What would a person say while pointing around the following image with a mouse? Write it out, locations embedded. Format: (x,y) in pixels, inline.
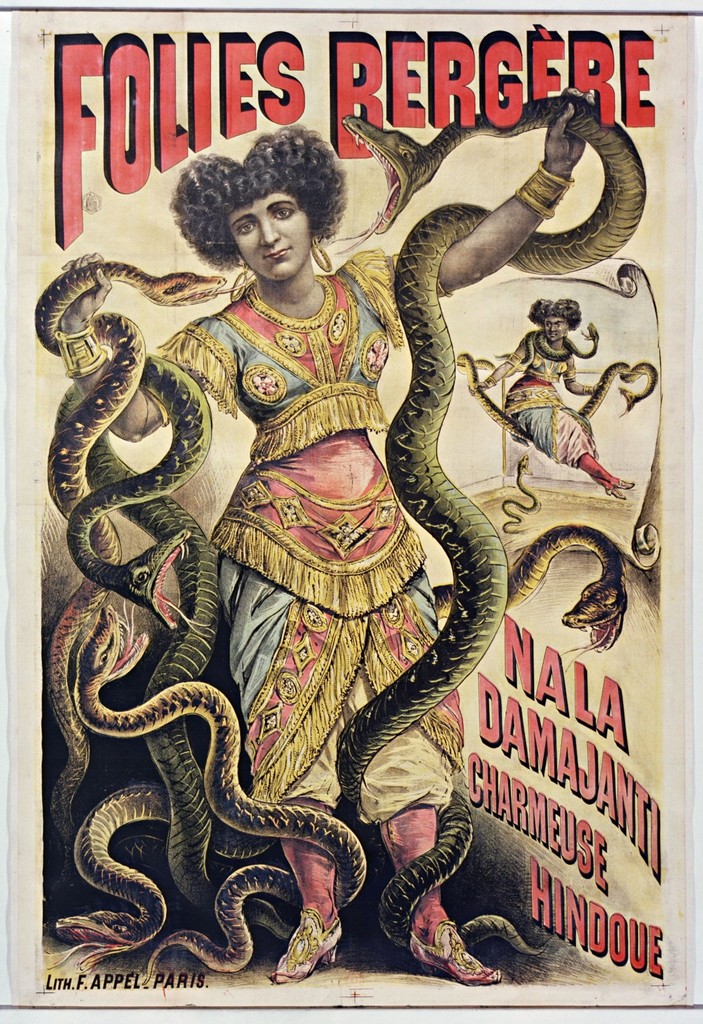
This image looks like a poster, in which I can see two persons (388,633) are holding snakes (368,752) in their hand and I can see a text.
